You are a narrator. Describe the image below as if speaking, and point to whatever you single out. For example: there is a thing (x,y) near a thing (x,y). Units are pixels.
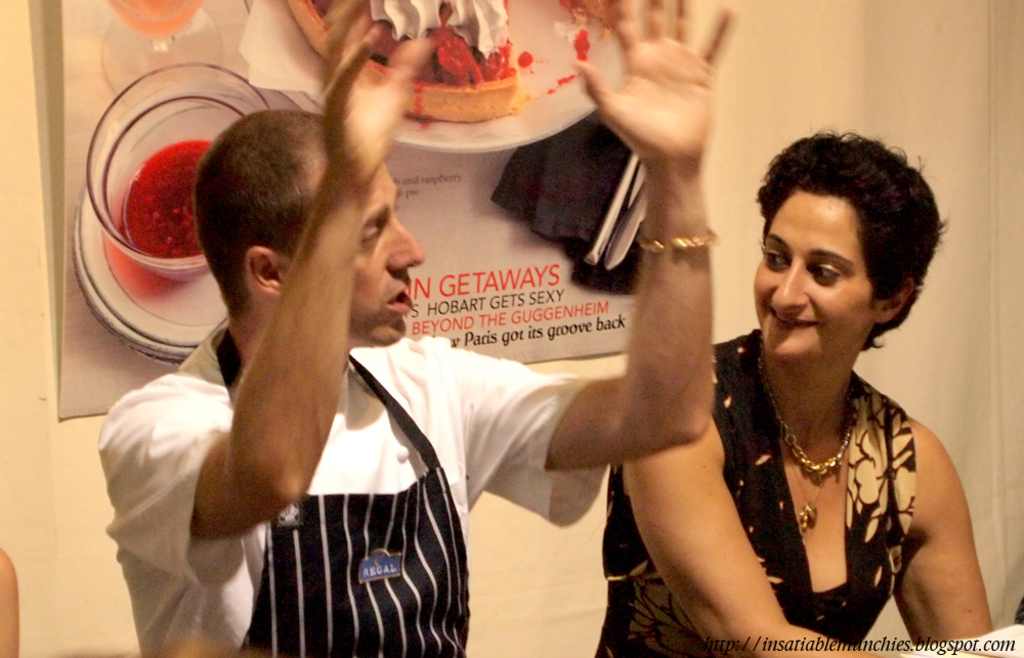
In the center of the image (665,395) there is a man (498,388) and woman (835,517) sitting at the table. In the background (763,52) we can see poster (205,117) and wall (759,120).
